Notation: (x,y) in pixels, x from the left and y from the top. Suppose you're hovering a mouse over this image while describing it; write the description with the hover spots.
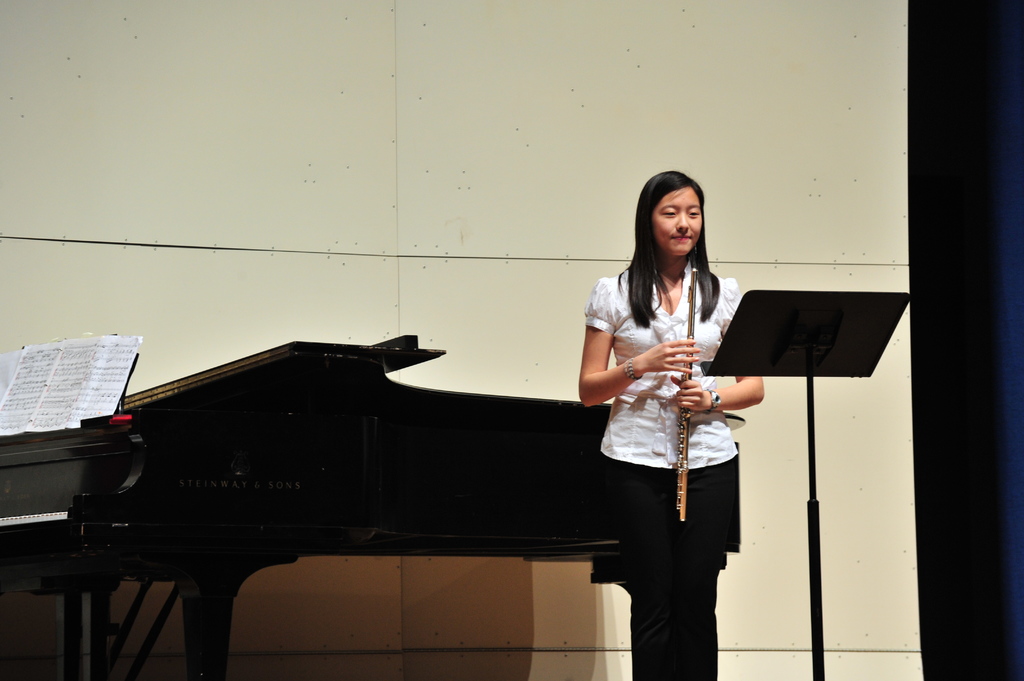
This Picture describe about a girl (696,385) with black silky hairs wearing a white shirt (646,339) black jean (669,487) standing on the stage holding a flute (695,283) in her hand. And in front (764,348) a musical notes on the stand (778,348) is kept. Beside the girl (671,421) we can see black piano (163,470) and a musical note (52,363) attached to it. Behind a white panel board like wall (256,215) is seen.
